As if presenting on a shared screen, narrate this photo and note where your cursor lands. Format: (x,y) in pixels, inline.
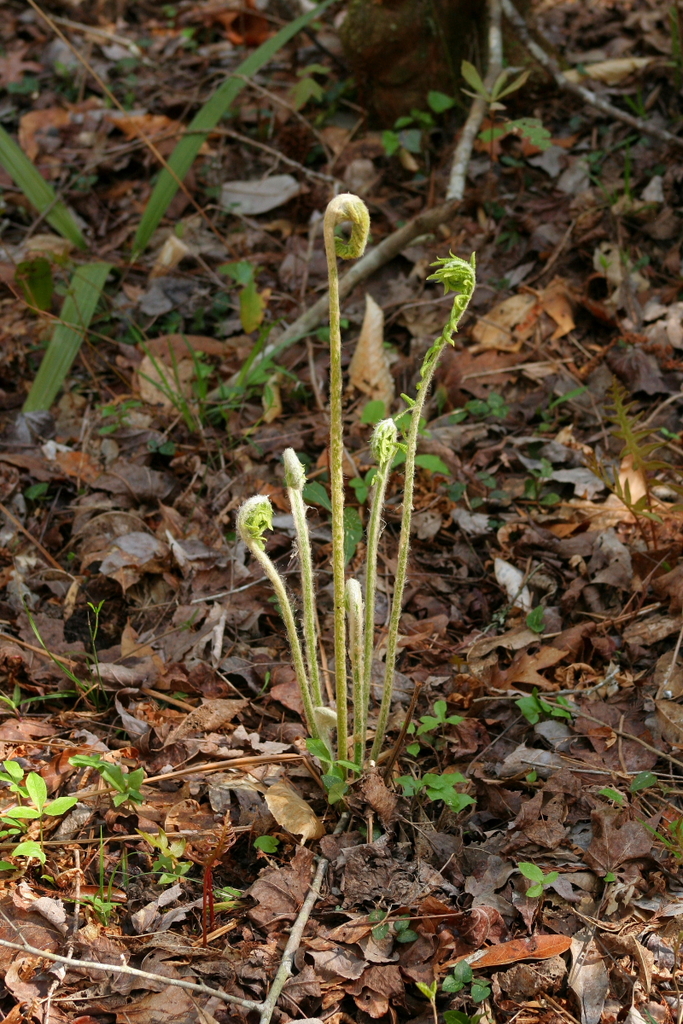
In the image we can see dry grass (275,258), wooden stick (423,223), plant (402,420) and grass (80,284).
